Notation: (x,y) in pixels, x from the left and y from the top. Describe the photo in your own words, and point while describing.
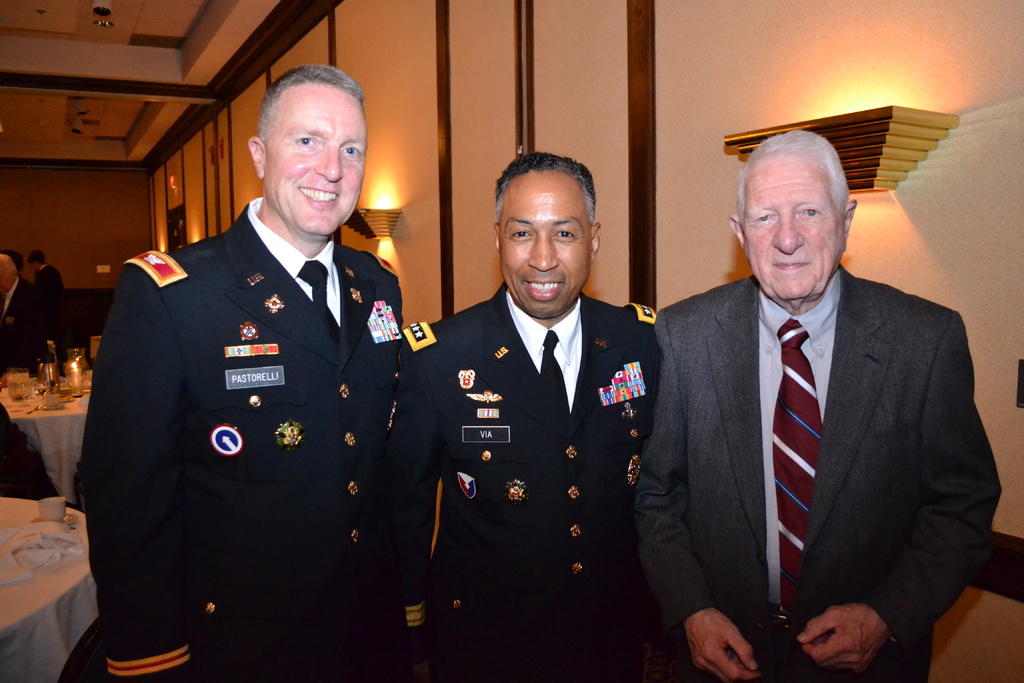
There are three men (892,331) standing and smiling. I think these are the lamps (906,123), which are attached to the wall (949,72). These are the tables (45,578) covered with the white clothes (37,589). I can see a cup (43,504), kettles (46,372), glasses (22,376) and few other things (39,407) are placed on the tables (22,411). In the background (24,360), I can see few people (30,328) standing. This is a ceiling (95,69).
